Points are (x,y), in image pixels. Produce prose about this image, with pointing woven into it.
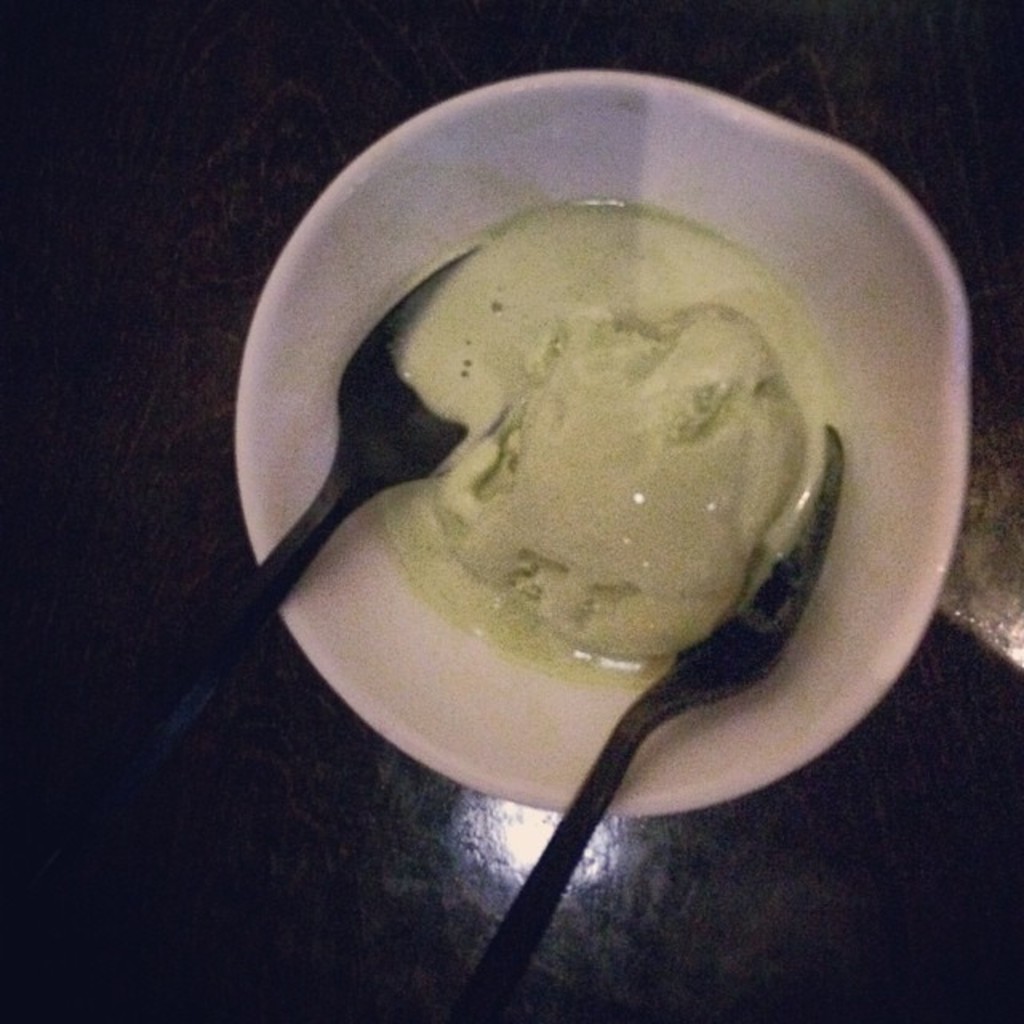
In this image we can see a food item (566,628) is kept in the white color bowl (376,260) with two black color spoons (752,672) which is placed on the wooden surface (387,957).
